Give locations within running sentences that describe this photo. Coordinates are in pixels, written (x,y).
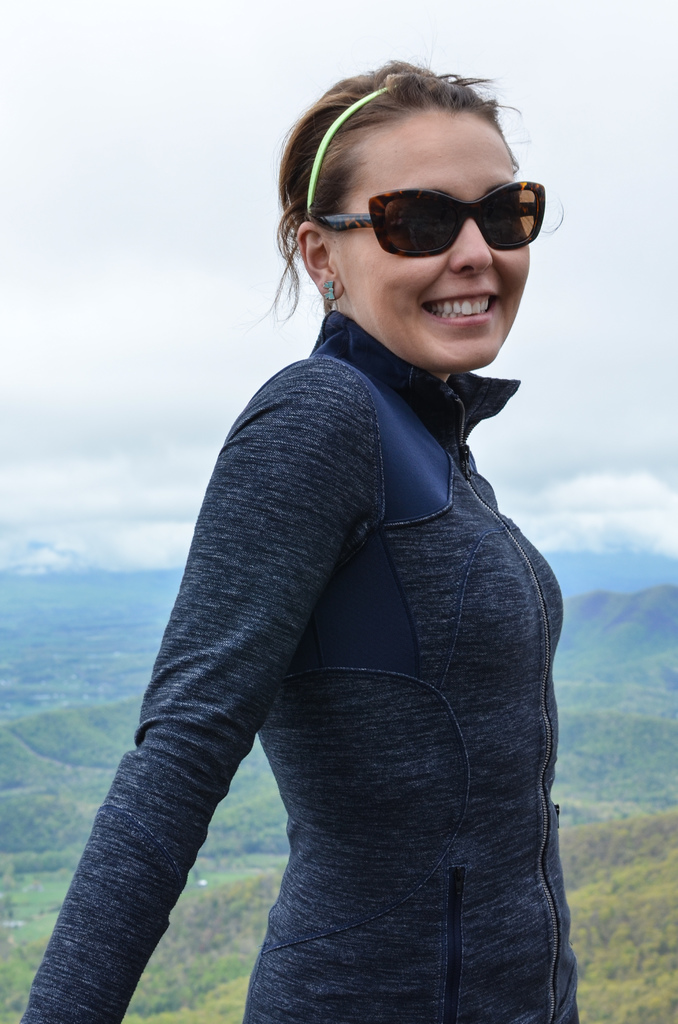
In this image we can see a woman (373,636) standing and smiling. In the background (255,218) there are sky (154,362) with clouds (502,507) and hills (123,732).
